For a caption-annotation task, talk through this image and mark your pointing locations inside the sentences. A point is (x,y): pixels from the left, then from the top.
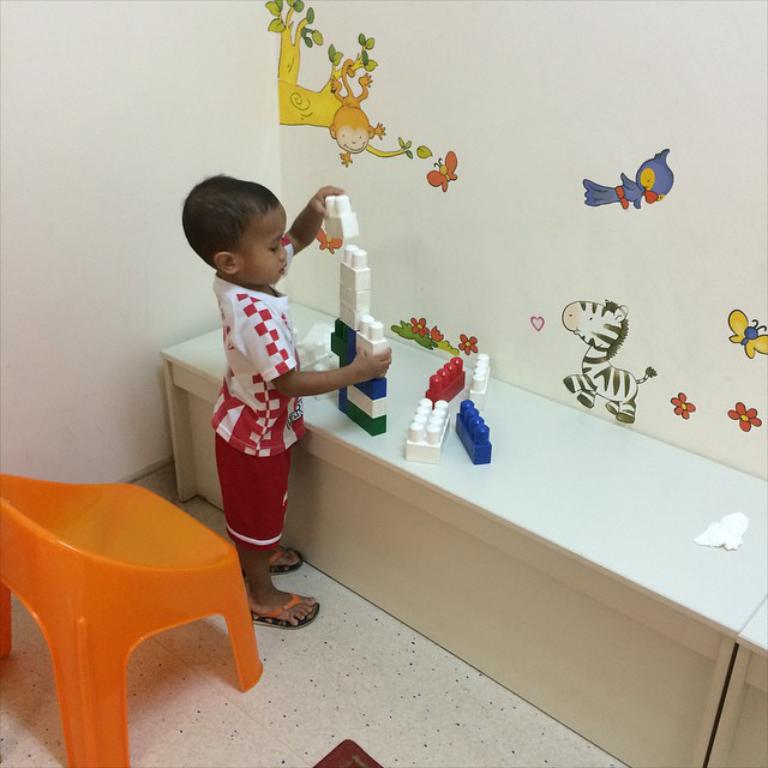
This is a picture of a kid (253,353) playing with toys (420,409), on the left (142,566) there is a chair (119,635). Wall (505,318) is painted with animals (348,90). In the center (463,478) there is a desk (522,603).
